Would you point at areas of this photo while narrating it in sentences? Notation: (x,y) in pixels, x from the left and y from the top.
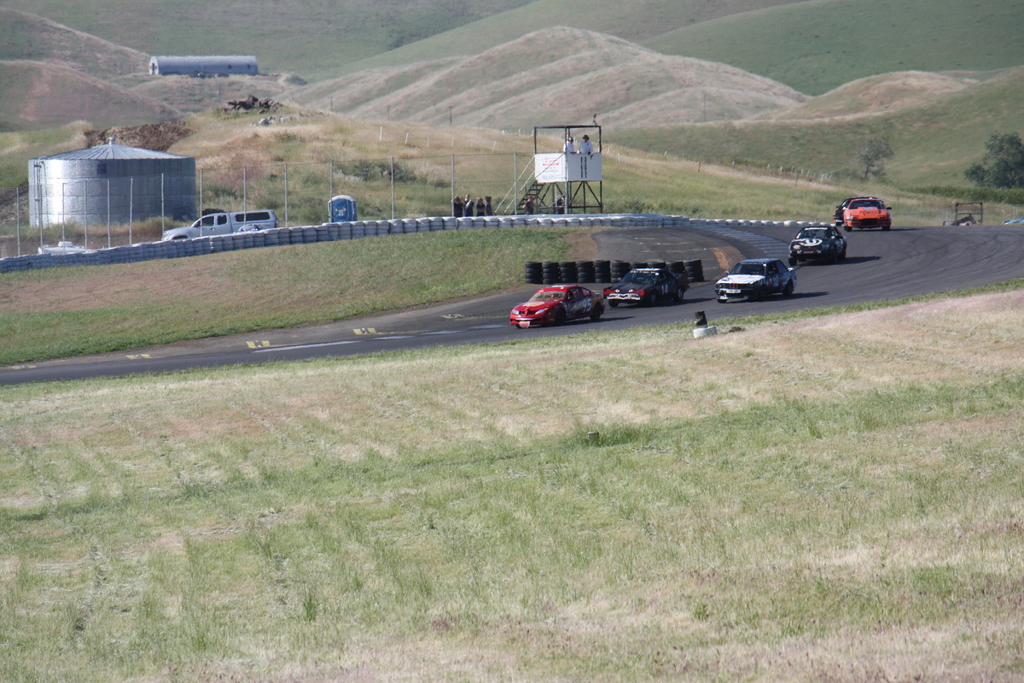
In the center of the image (630,278) we can see a few vehicles (781,273) on the road (943,232). At the bottom of the image (407,557) we can see the grass (534,515). In the background (492,51), we can see hills (850,2), sheds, poles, fences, grass (931,7), few people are standing and a few other objects (588,157).
